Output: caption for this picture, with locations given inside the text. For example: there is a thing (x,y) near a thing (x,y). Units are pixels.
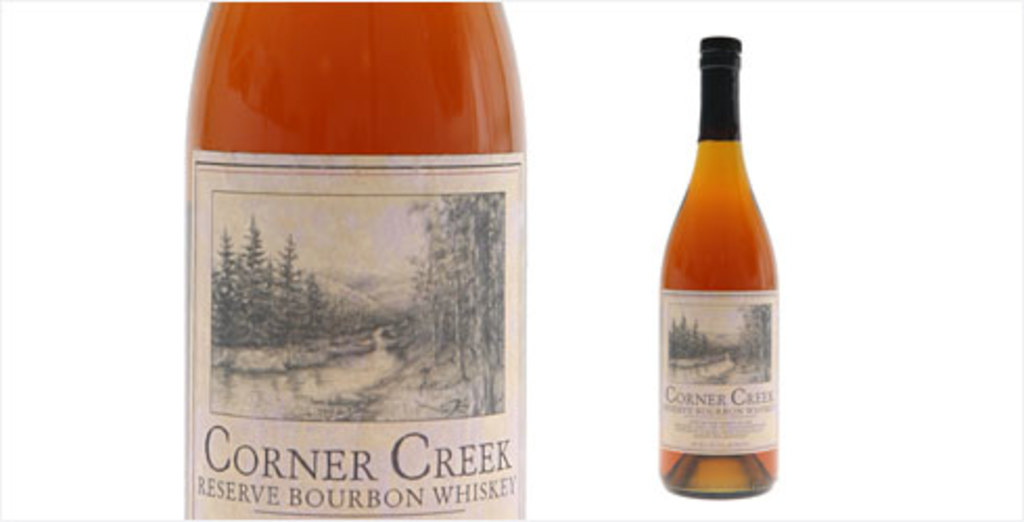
In this we can observe a whiskey bottle (693,284). We can observe a white color sticker (700,320) around this bottle (686,347).
